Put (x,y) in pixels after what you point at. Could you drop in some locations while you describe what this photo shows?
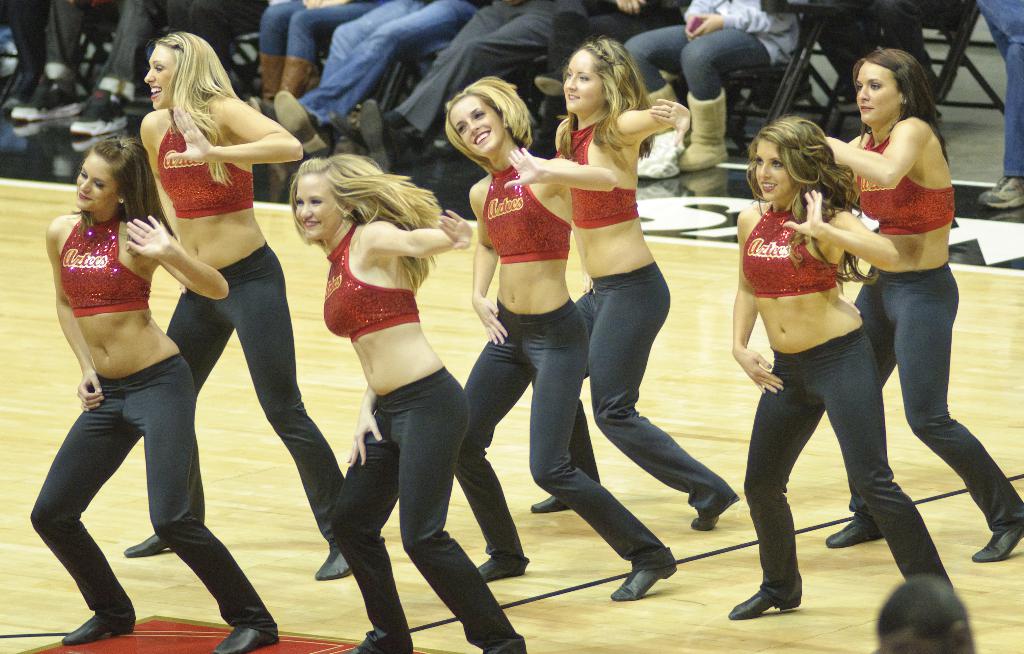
In this image there are group of women (489,477) dancing, there is a wooden floor (544,587), there is a person (921,604) towards the bottom of the image (911,621), there is a person (688,49) holding an object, there are chairs (790,84), there are group of persons (68,39) sitting towards the top of the image (493,69).
